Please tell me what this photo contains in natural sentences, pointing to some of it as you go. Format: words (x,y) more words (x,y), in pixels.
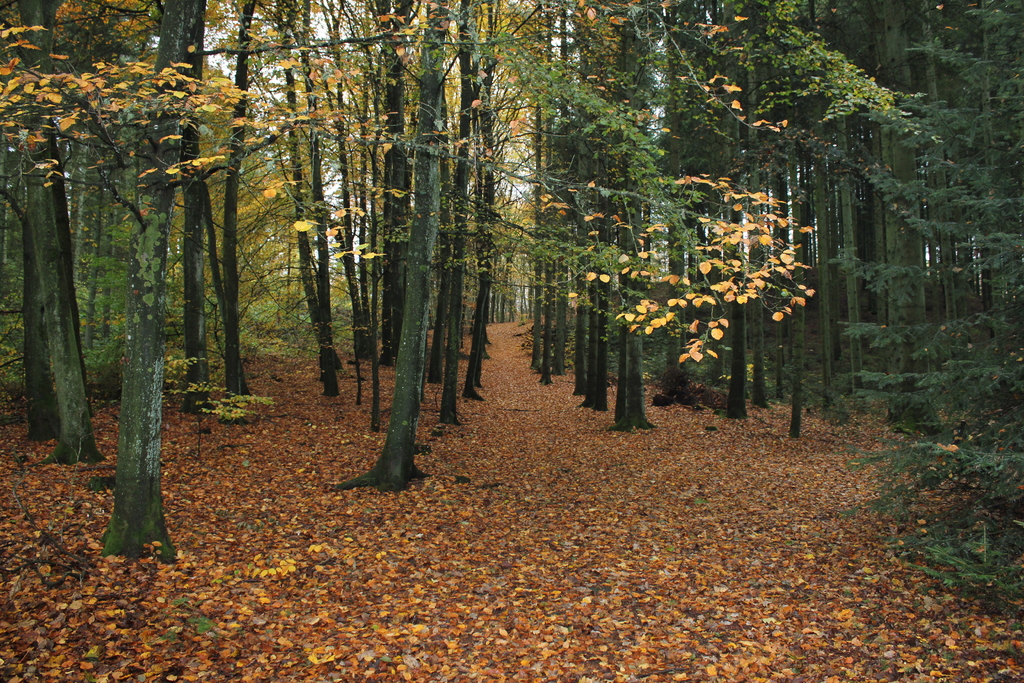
In this picture we can see few trees (456,219) and leaves (648,495) on the ground (512,564).
